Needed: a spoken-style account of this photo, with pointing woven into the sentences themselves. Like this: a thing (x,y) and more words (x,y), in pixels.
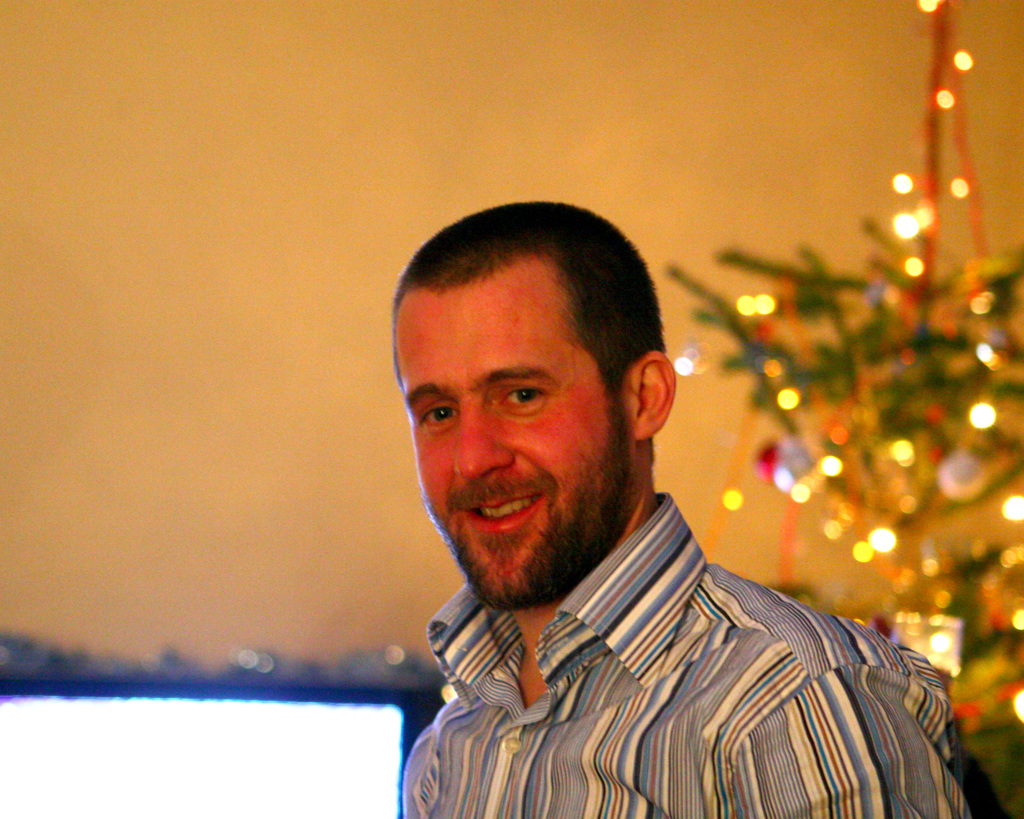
In this image we can see a person (616,368) smiling and in the background (1003,707), we can see an object (910,245) which looks like a Christmas tree (961,114) with some lights (905,460) and we can see the wall (196,347).
